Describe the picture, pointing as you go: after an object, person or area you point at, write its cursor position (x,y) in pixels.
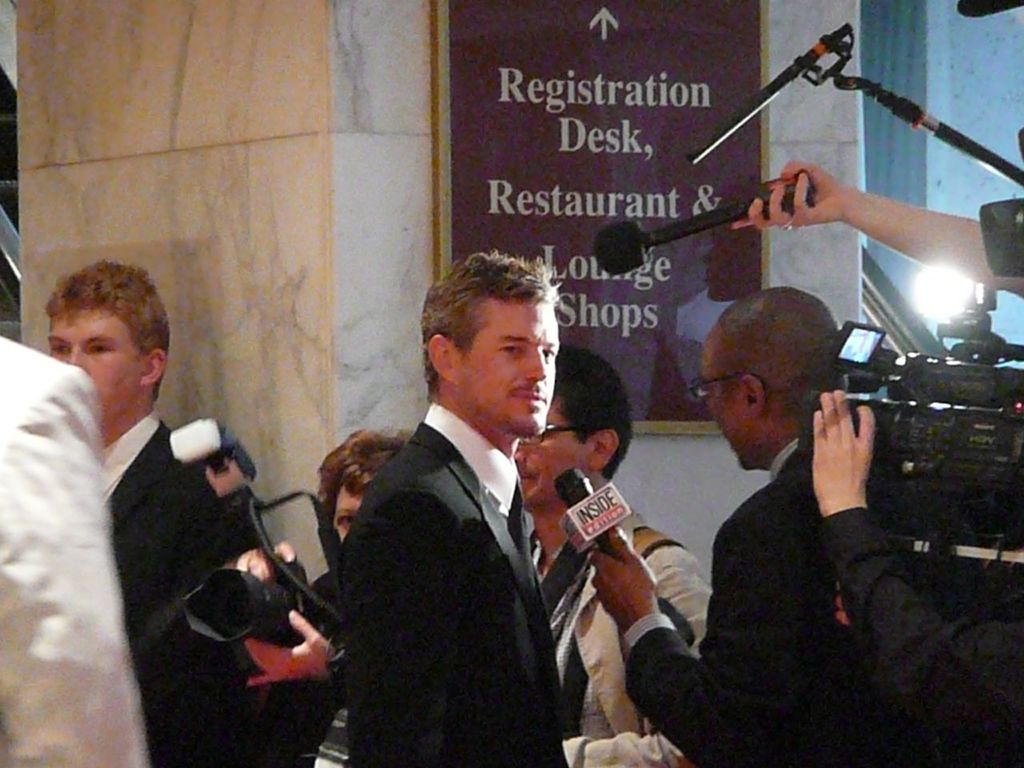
Here I can see few people (528,518) are standing. Few people (639,597) are holding mics (788,195) and cameras (970,414) in their hands (295,612). In the background (520,160) there is a board (557,115) attached to the wall (340,157). On the board (618,135), I can see some text (561,196).
